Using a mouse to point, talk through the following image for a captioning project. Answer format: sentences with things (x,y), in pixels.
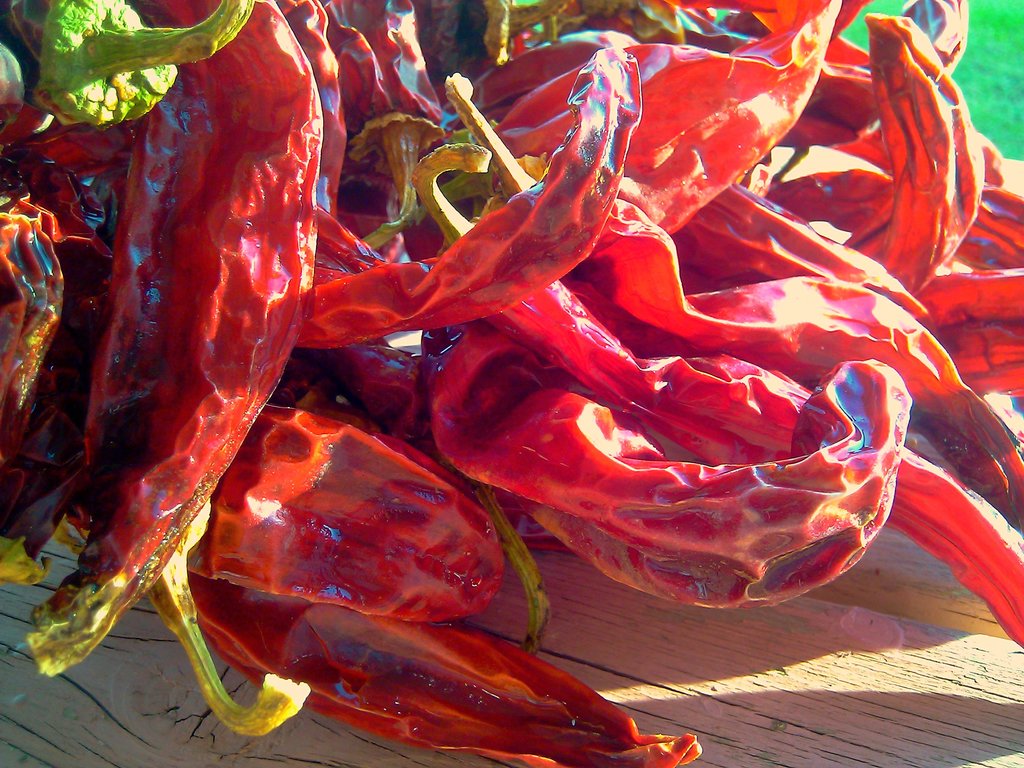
In this image I can see few red chillies (696,473) on the wooden surface (859,704).
